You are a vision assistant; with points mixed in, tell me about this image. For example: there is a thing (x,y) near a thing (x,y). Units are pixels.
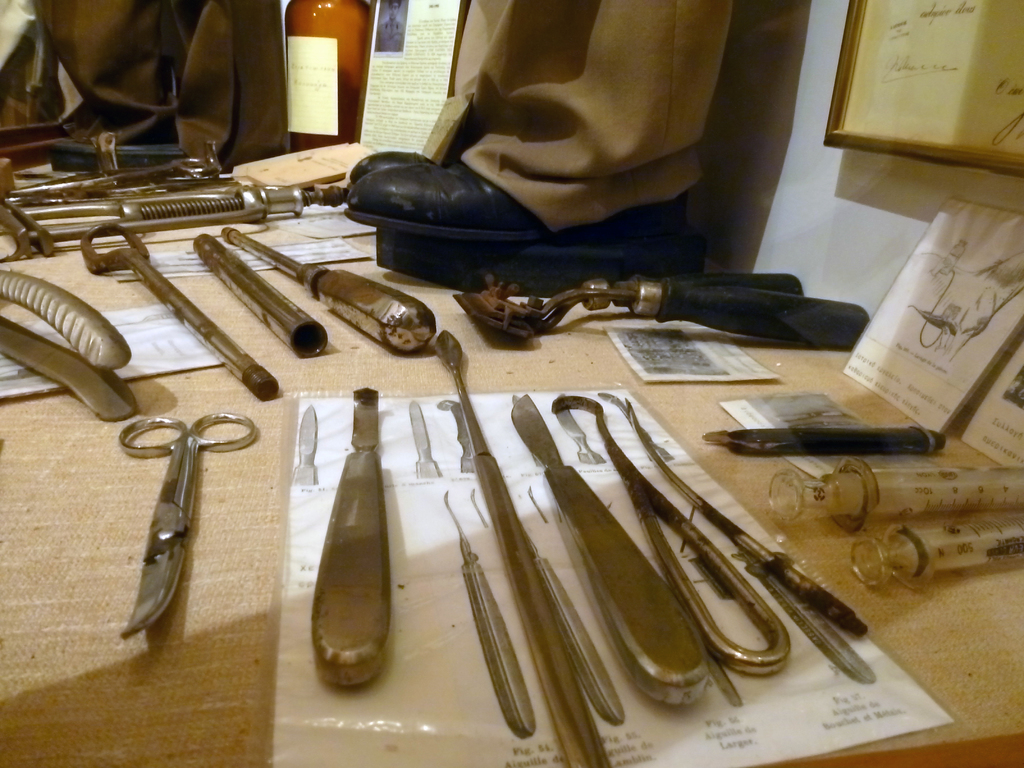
The image looks like it is clicked inside the room (338,609). There are many tools (44,249) on the table (213,308). To the right (852,240), there is a wall (852,240) on which a frame (886,99) is fixed. In the middle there is a shoe (401,204) with pant (493,125). To the left (169,340), there is a paper (157,348) on which some tools (114,330) are placed.
